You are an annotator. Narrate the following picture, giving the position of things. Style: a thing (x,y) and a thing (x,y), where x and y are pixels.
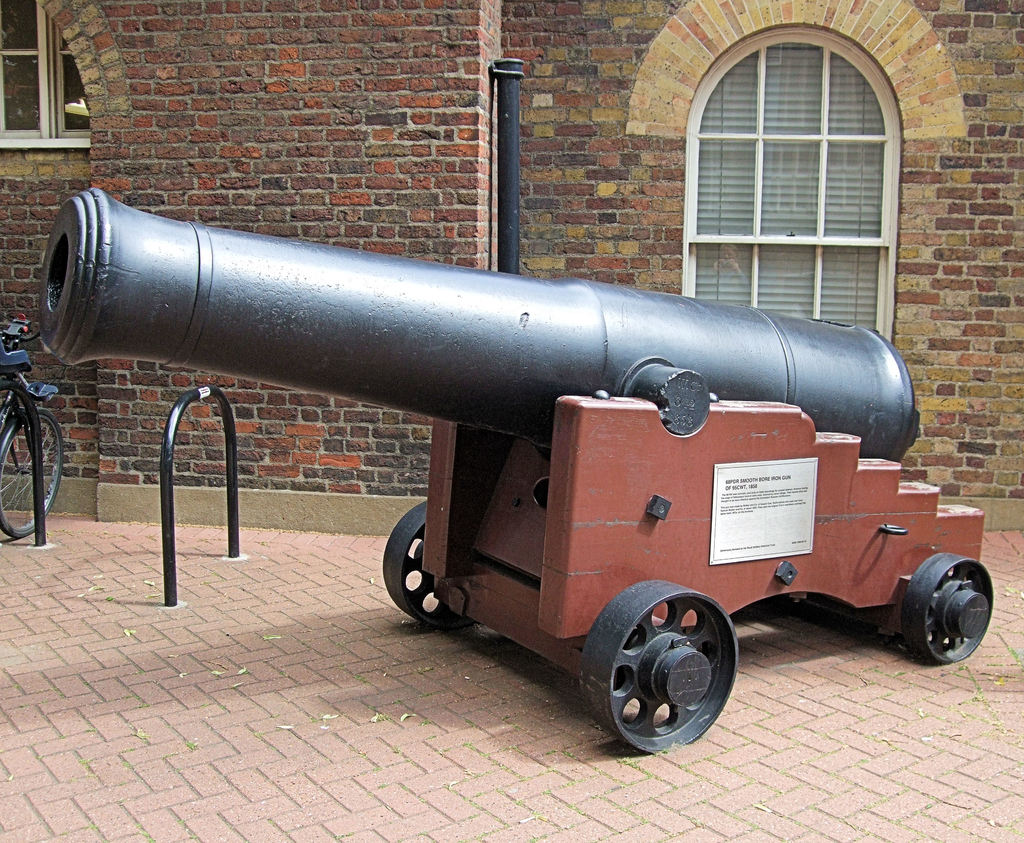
In This picture I can see a war cannon (677,454). In the background (456,213) I can see a wall (496,203) which has a window (741,207). On the left side (36,423) I can see a bicycle (56,480) and black color metal object (35,471). Here I can see a black color pipe (505,218).
